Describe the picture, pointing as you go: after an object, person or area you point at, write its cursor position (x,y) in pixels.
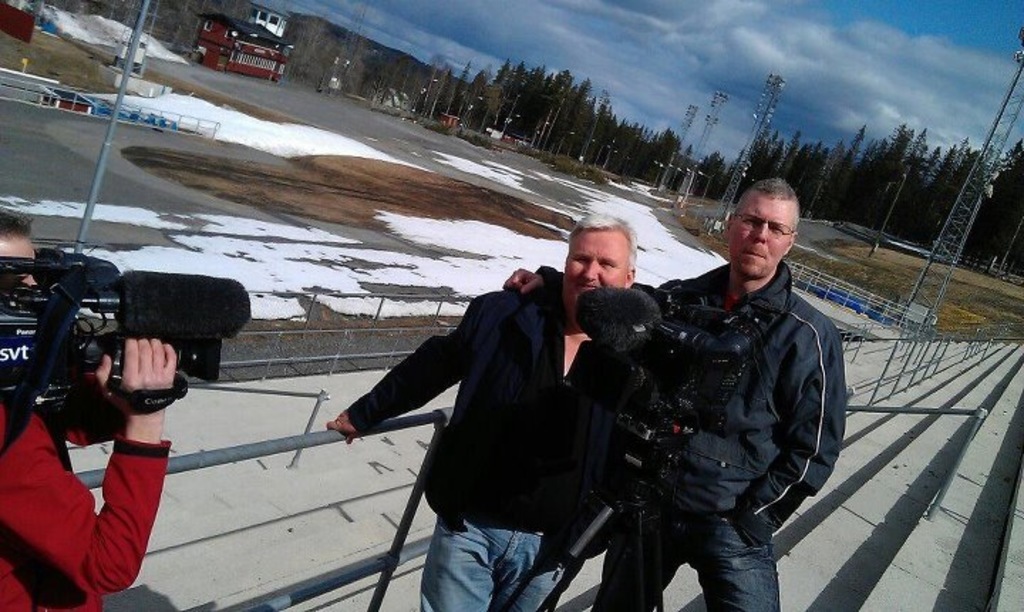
In this image, in the middle (499,312), we can see two men (764,283) wearing a black color shirt (585,436) is standing in front of a camera (648,358). On the left side (29,503), we can also see a person (25,427) wearing a red color shirt (54,498) is holding a camera (150,304) in his hand (172,347). On the right side (993,187), we can also see a tower (966,217), plants (969,155). In the background (745,149), we can see a pole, electric pole (681,134), wires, trees (543,95), houses (227,38). At the top (792,8), we can see a sky (766,21) which is a bit cloudy, at the bottom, we can see a snow (637,220) and a land (295,199).
